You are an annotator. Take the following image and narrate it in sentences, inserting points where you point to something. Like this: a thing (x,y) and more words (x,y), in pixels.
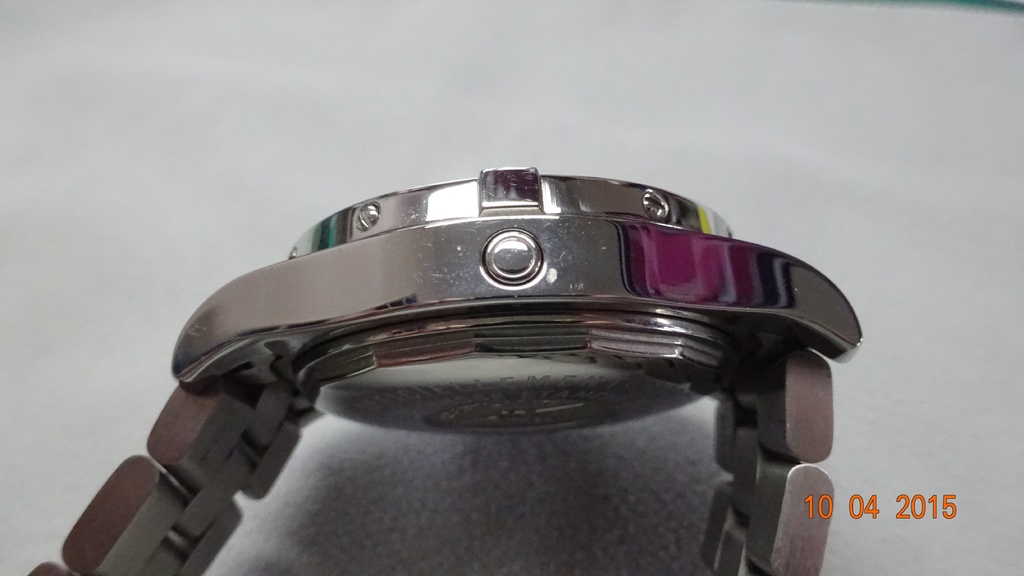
Here in this picture we can see a watch (622,327) present on the table (557,552) over there.
